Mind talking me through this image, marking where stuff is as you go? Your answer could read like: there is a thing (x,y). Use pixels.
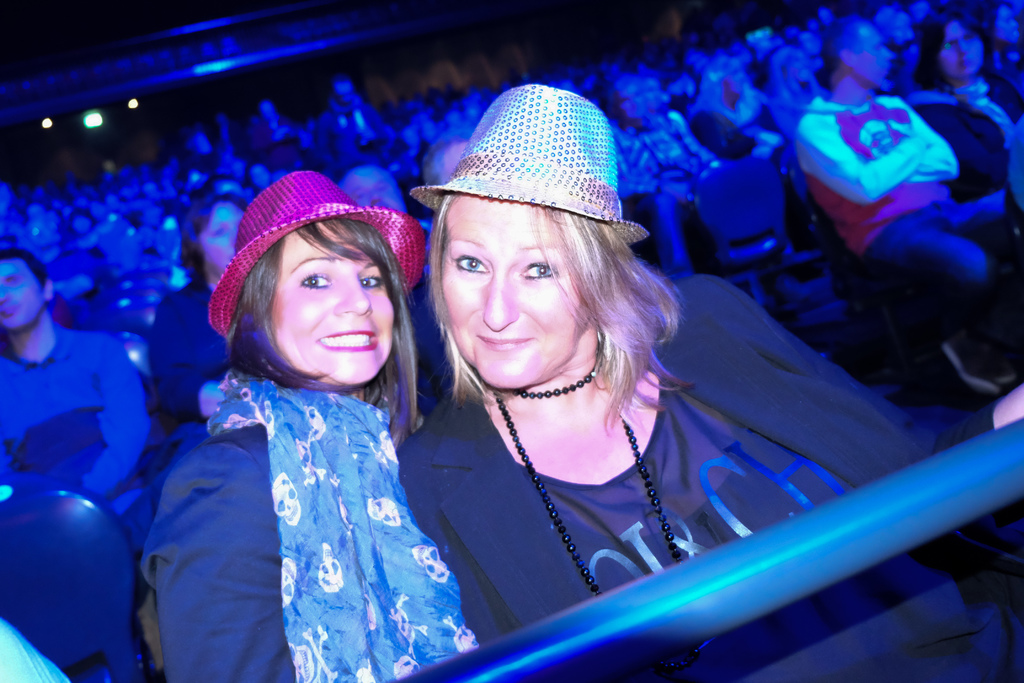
In this image we can see people (650,477) are sitting on chairs (89,559). In-front of these women (539,462) there is a rod (549,637). Background (112,239) it is blur. These two women (576,281) wore hats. Far there are lights (98,118).
